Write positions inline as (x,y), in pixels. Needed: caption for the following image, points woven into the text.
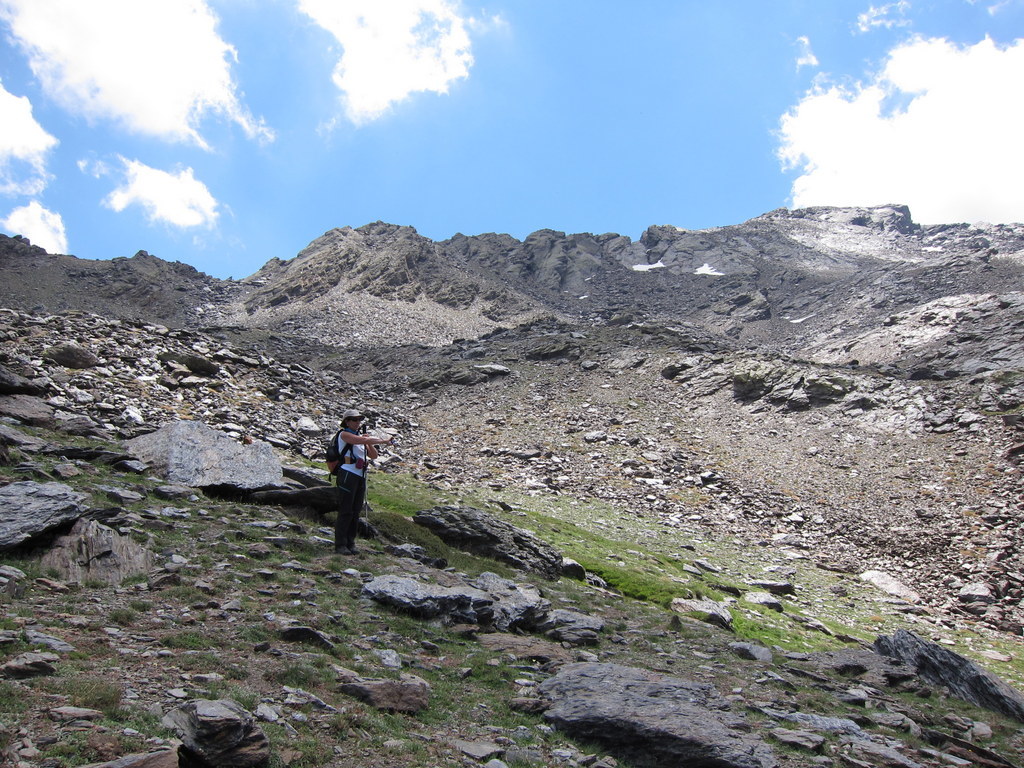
In the picture we can see a hill (860,359) with a rock surface (455,311) and some rocks (172,473) on it with some parts of grass (419,541) and a woman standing on it wearing a bag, hat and holding a camera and behind the hill (953,326) we can see a sky (658,137) with clouds (195,29).
